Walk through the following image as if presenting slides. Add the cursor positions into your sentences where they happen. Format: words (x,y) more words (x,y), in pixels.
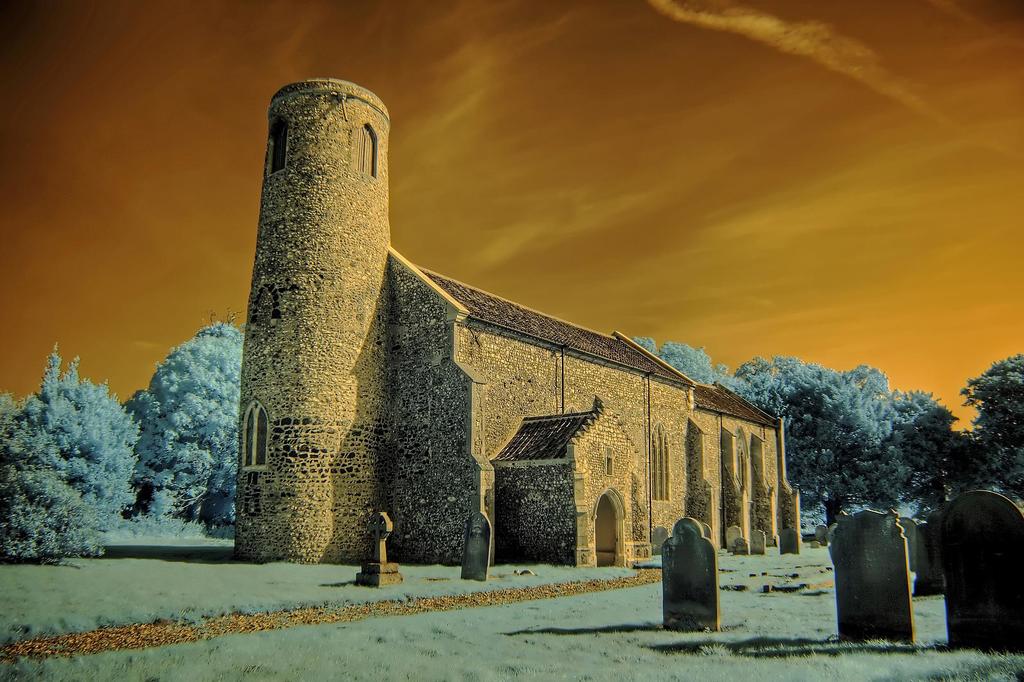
In this image, there is an outside view. There is a church (338,284) in the middle of the image (463,360). There are some trees (73,455) on the left (170,448) and on the right side of the image (845,418). There are graveyard stones (926,566) in the bottom right of the image (691,566). In the background (700,150), there is a sky (193,71).
